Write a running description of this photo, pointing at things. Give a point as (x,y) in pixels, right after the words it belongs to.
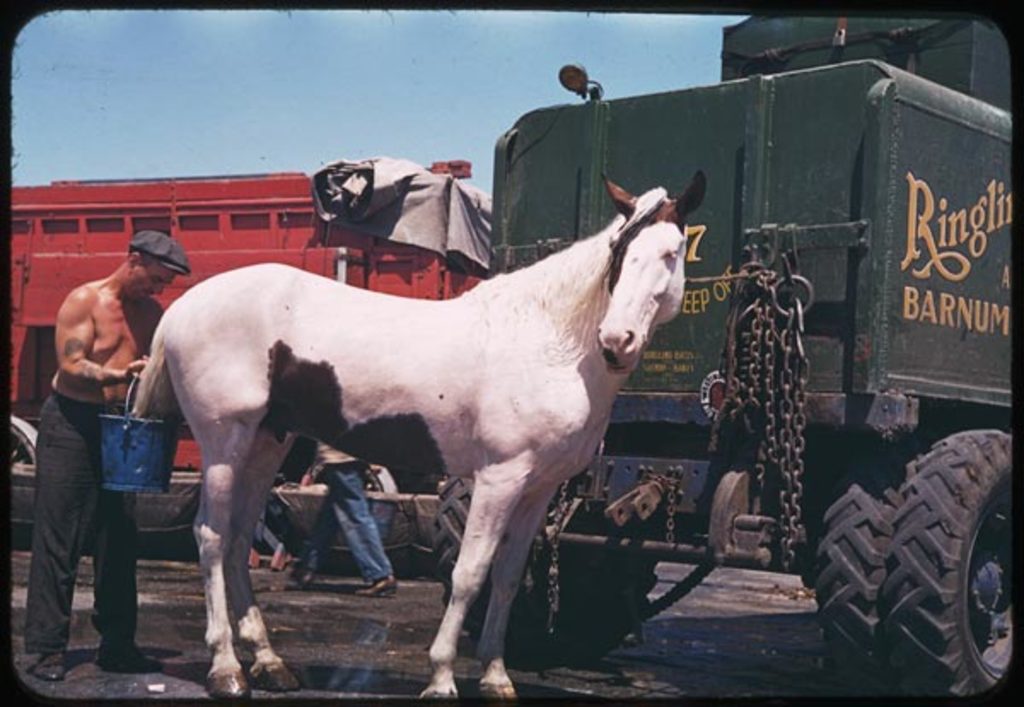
This picture shows a horse (219,530) and a man (120,401) holding a bucket (131,444) and we see a truck (935,149).
